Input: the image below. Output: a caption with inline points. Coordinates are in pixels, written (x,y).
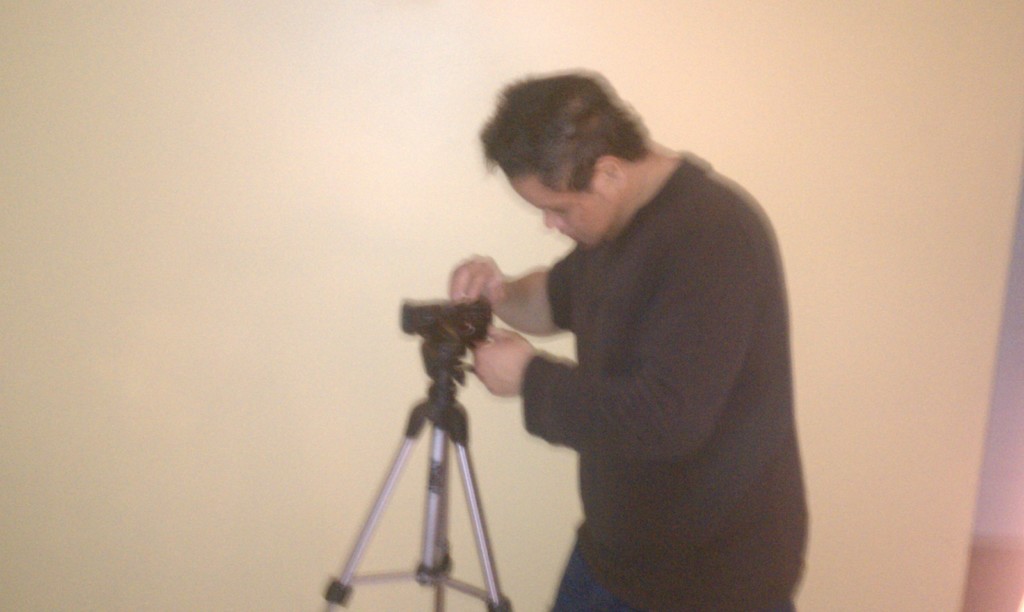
In this image there is a man (629,350) who is keeping the camera (451,321) on the tripod (437,416). In the background (245,146) there is a wall (207,140).
